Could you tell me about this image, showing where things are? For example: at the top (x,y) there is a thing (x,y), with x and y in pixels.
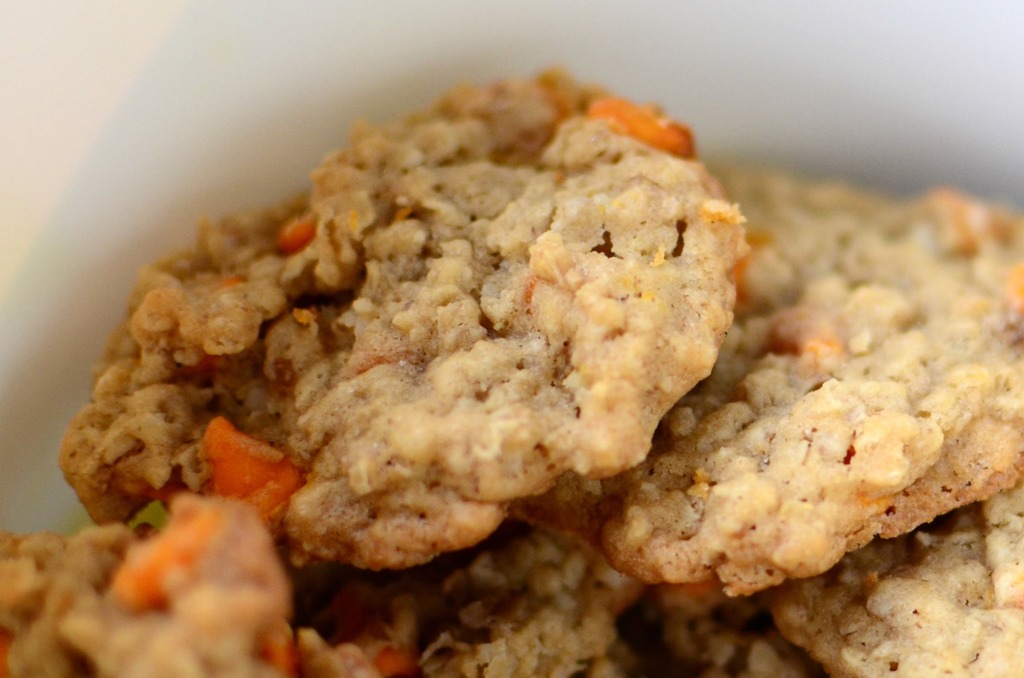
In this image we can see a food item (583,358). In the background of the image (955,75) there is a white object (228,144).
